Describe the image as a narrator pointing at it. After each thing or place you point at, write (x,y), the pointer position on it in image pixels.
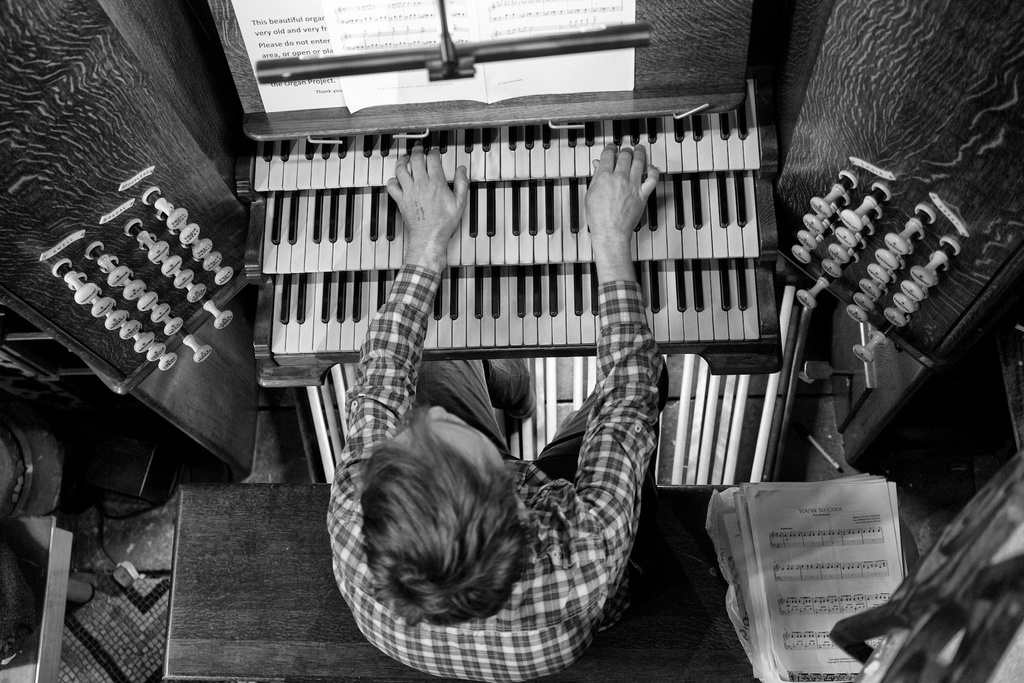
This is a black and white image. There is a person (647,473) sitting on bench (335,661) and playing keyboard (244,164).
